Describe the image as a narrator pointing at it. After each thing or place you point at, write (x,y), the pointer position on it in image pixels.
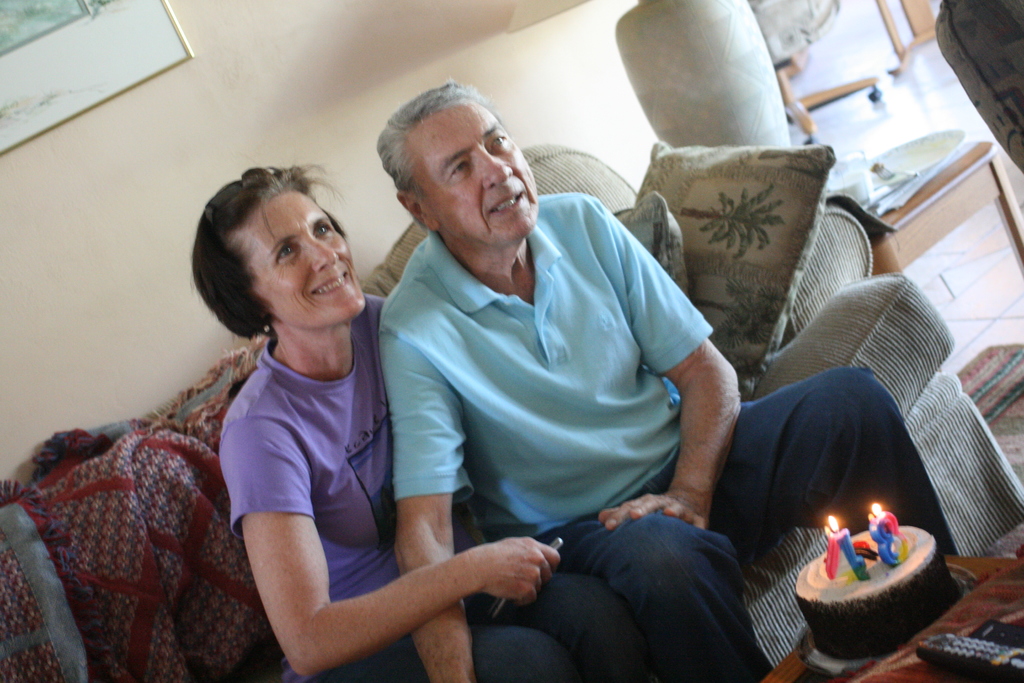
In this image there is one man (451,354) and one woman (492,557) sitting on a couch (756,552), and on the couch (984,450) there are some pillows (799,228) and blanket (221,498) and beside the couch (823,223) there is a table (944,185). On the table (963,167) there is a plate (884,161), glass (844,178) and some objects (894,176) and in the background (734,66) there is a chair (928,40), lamp (760,60). And at the bottom of the image (914,641) there is a table (933,613), on the table (932,618) there is a cake (936,548), remote (947,639), candles (896,524). And in the top left hand corner (110,55) there is a photo frame (56,91) on the wall (195,180).
